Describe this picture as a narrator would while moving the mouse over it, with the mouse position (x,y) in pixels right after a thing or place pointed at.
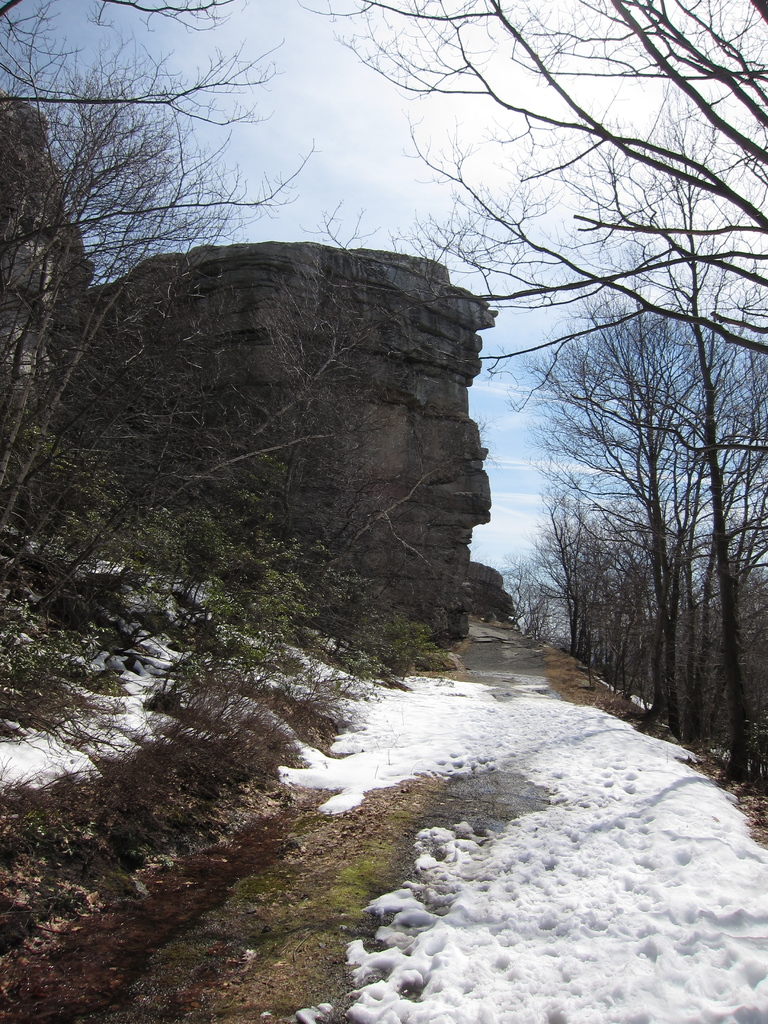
In this image we can see snow (543,875), grass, plants (310,714), bare trees (741,750), and rock (457,374). In the background (265,211) there is sky (267,225) with clouds (520,551).
